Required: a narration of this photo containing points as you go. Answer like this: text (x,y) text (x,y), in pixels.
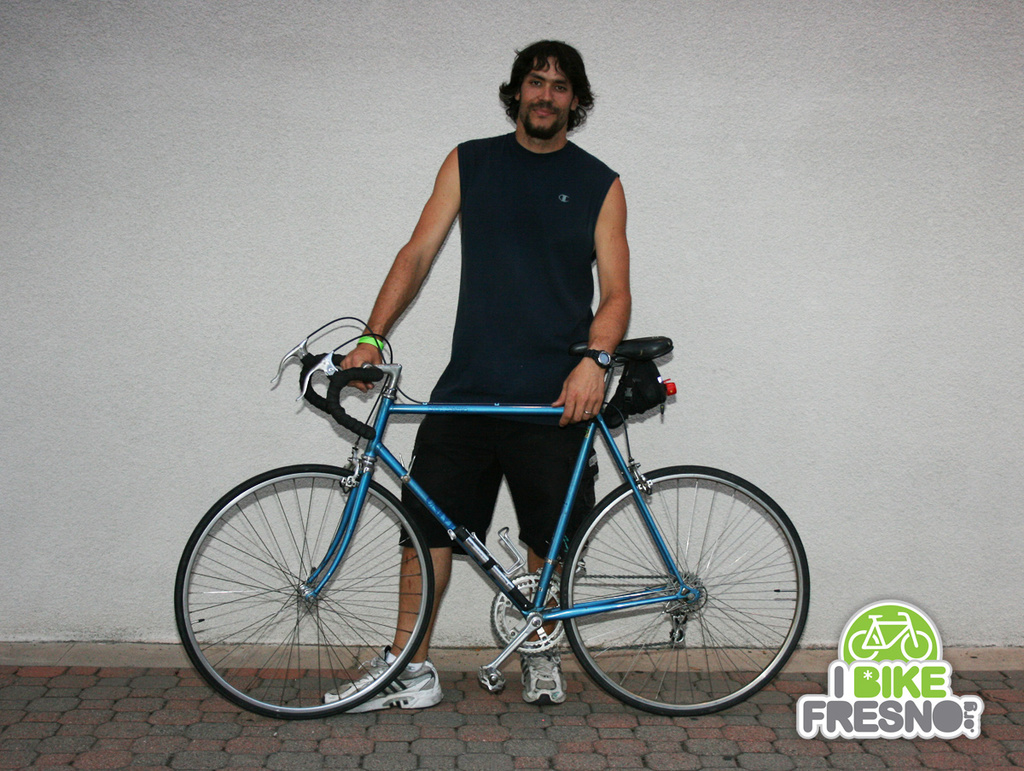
In this image I can see a man (509,335) is standing and holding a bicycle (450,526). The man (508,386) is wearing black color clothes (446,536) and shoes (411,674). In the background (219,170) I can see a wall (235,261). Here I can see a logo (896,679).
